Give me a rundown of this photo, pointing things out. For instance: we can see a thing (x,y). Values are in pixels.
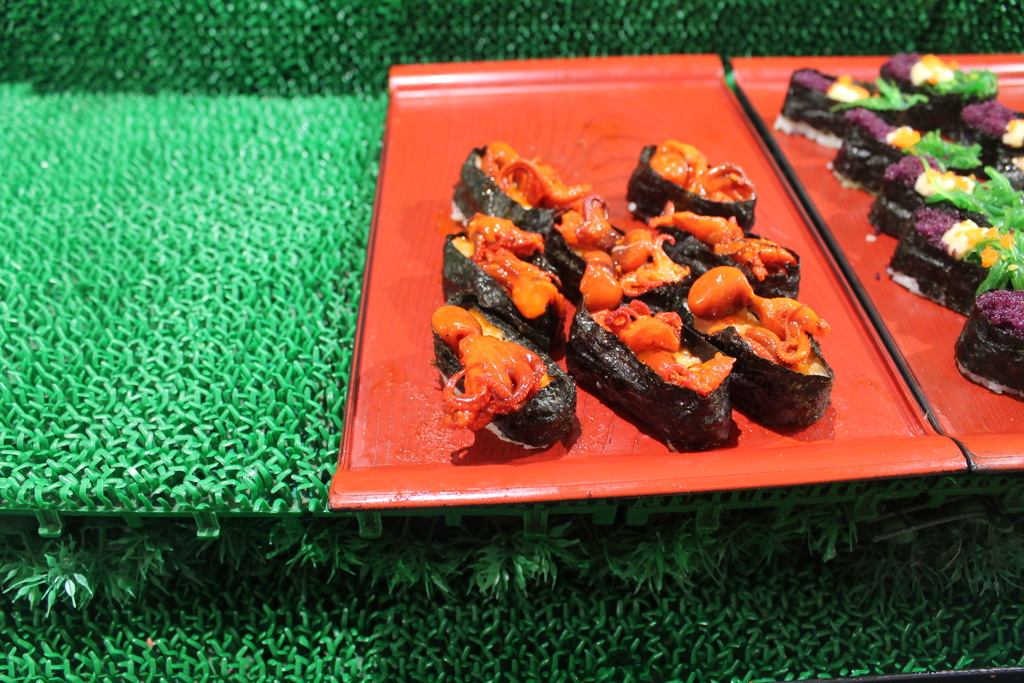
In this image there are food items (479,176) placed on two trays (815,231), which is on the green color mat (625,610).
